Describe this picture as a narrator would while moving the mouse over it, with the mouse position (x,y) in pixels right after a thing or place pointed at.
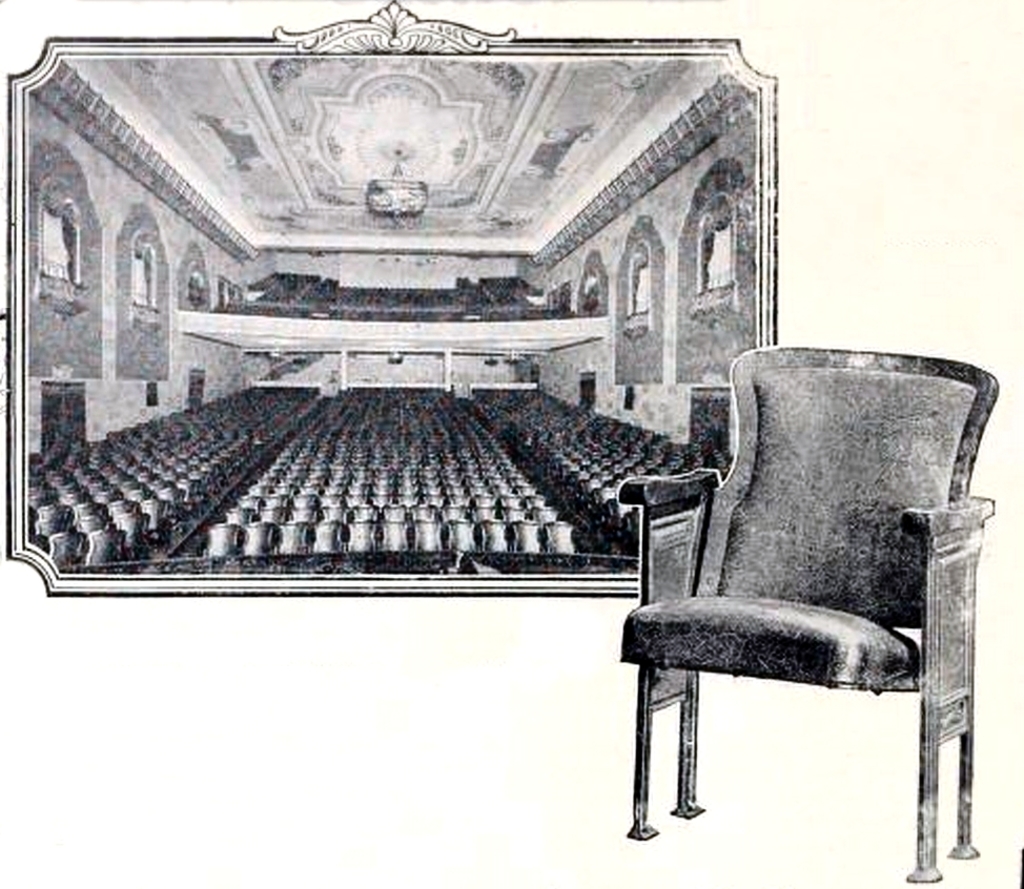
Here we can see a black and white picture, in this picture we can see chairs (550,509) here, in the background (442,256) there is a wall (443,273).
